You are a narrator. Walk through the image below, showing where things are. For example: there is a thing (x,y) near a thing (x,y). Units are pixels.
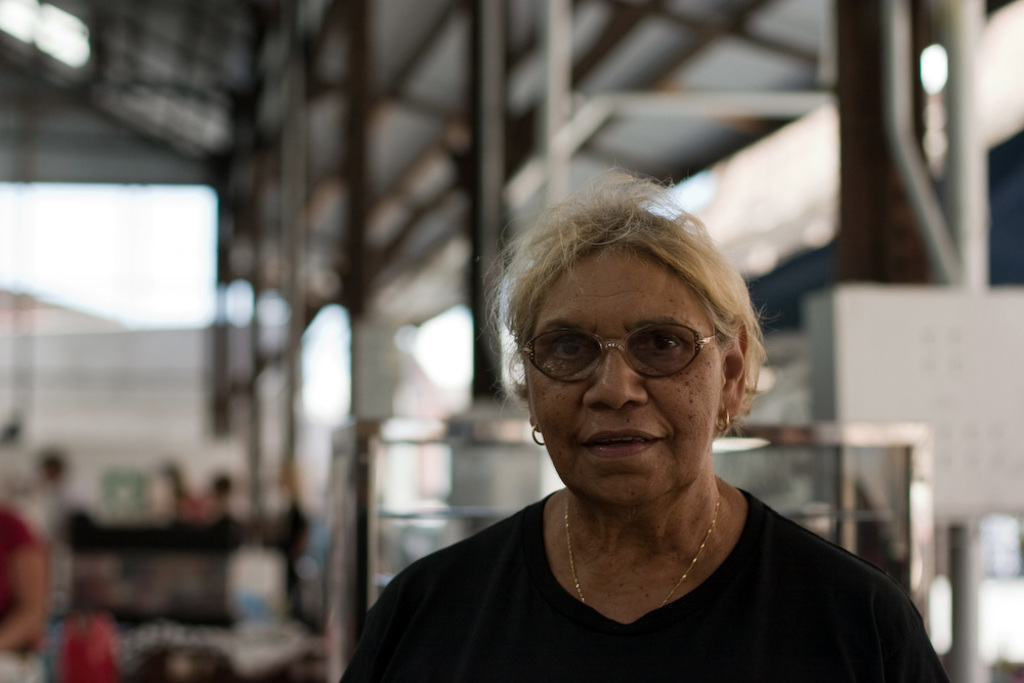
In the foreground of this image (657,479), there is a woman (705,532) in black T shirt (699,621) and the background (149,555) is blurred.
